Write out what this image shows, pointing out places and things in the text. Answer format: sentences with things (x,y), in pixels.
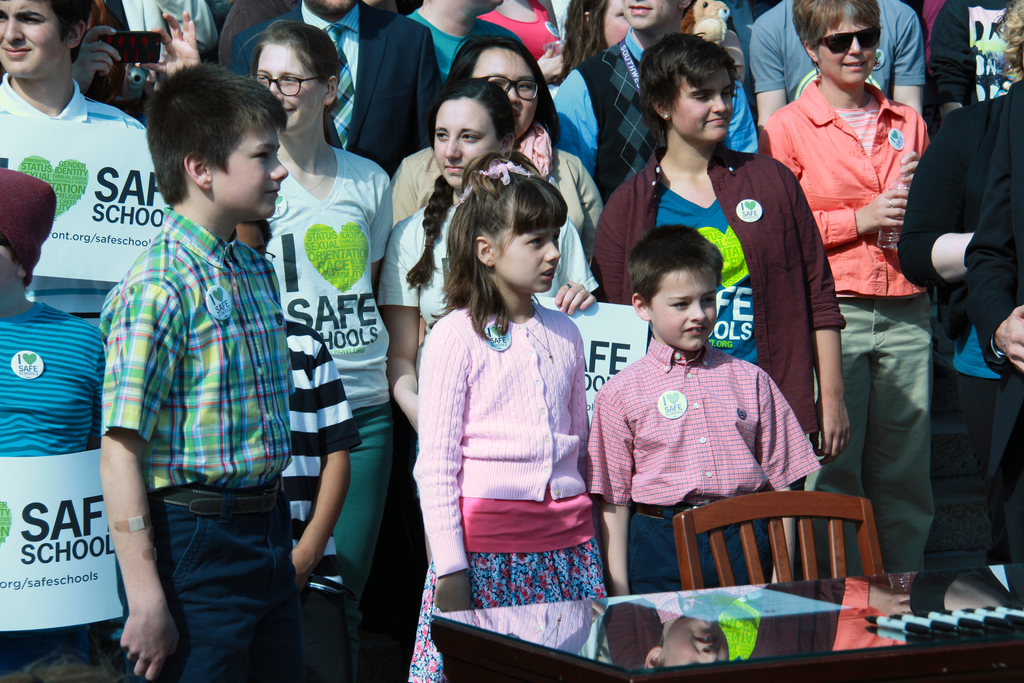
There are many people (493,148) standing. In the front (672,332) one boy (200,318), one girl (502,335) and another boy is standing. There is a table (788,595) in the front (826,577) and chair (773,517) is also there. They are holding banners (88,277). And a lady (880,198) wearing a orange shirt (852,159) is wearing a goggles (829,47).
